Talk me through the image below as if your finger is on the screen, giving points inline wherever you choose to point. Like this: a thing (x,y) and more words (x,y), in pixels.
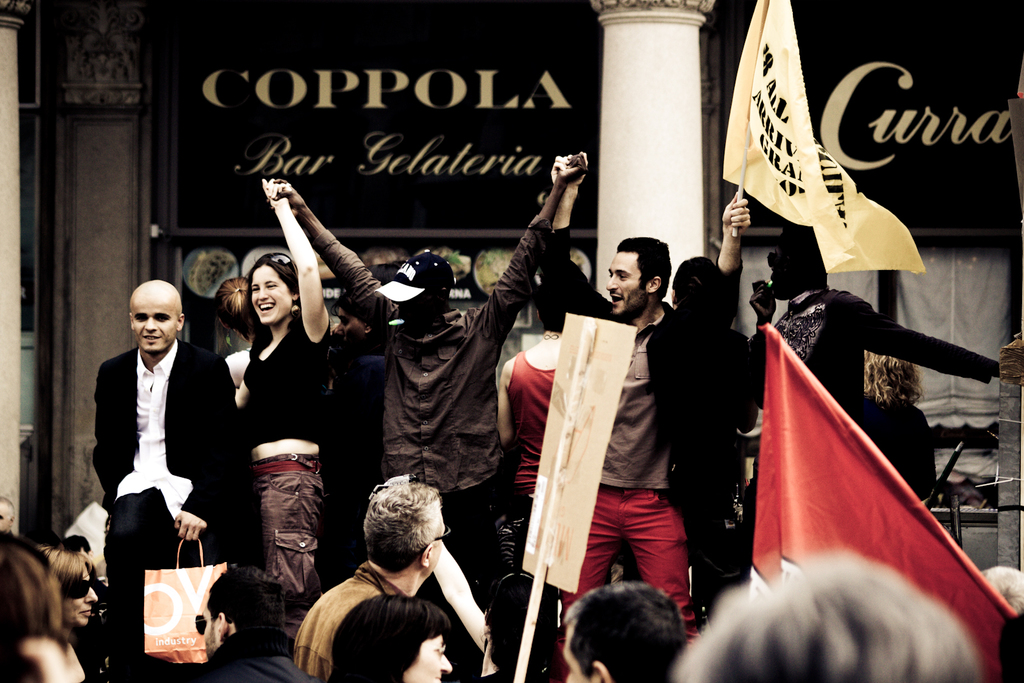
In this image there are people (488,546) standing few are holding flags (771,468) in their hands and few are holding posters (553,461), in the background (9,304) there are pillars (130,100) and a wall (92,154) for that wall (92,72) there is a board (451,151), on that board (834,115) there is text (855,74).
